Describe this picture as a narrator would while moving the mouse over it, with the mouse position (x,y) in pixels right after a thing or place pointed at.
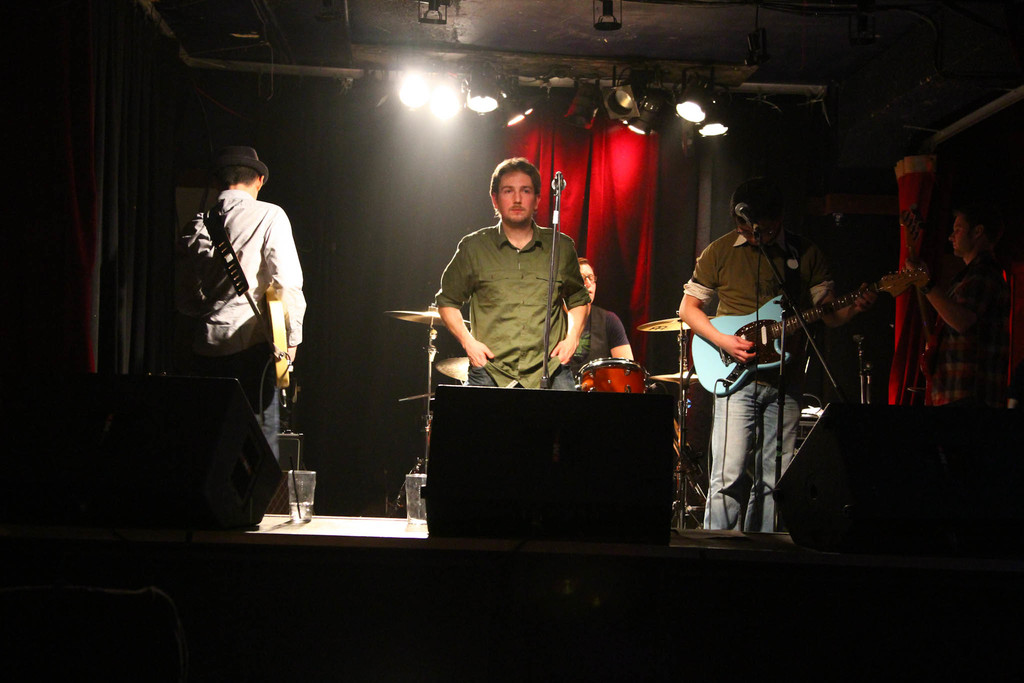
In this image I can see there are two men (721,279) are standing on a stage (330,521) in front of a microphone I can also see there are three people (760,301) are playing guitar (788,326).
